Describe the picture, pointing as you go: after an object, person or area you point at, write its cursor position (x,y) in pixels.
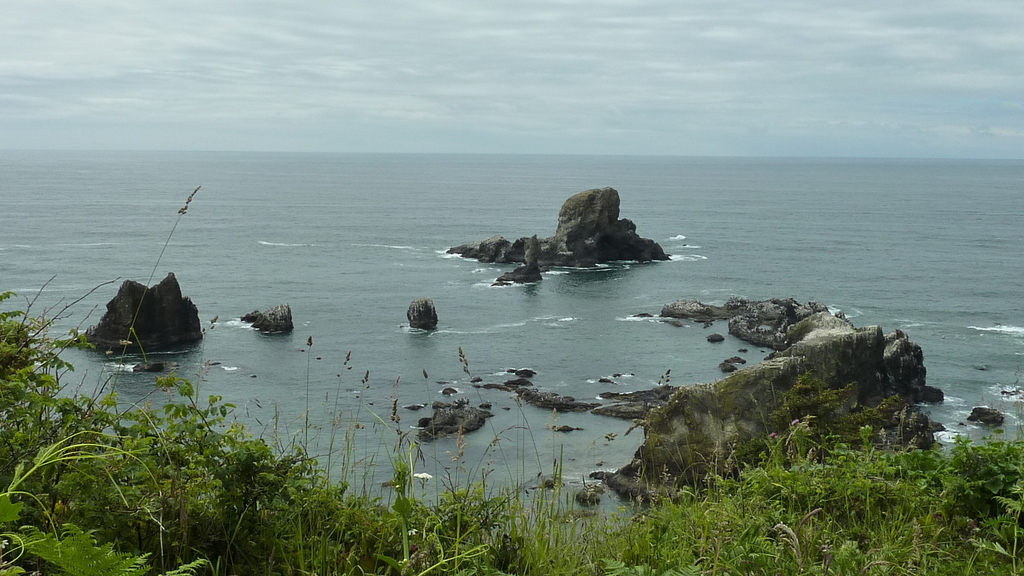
In this image at front (819,546) there's grass (821,504) on the surface (844,514). At the background (849,407) there are rocks (136,298), water (440,228) and sky (515,85).
